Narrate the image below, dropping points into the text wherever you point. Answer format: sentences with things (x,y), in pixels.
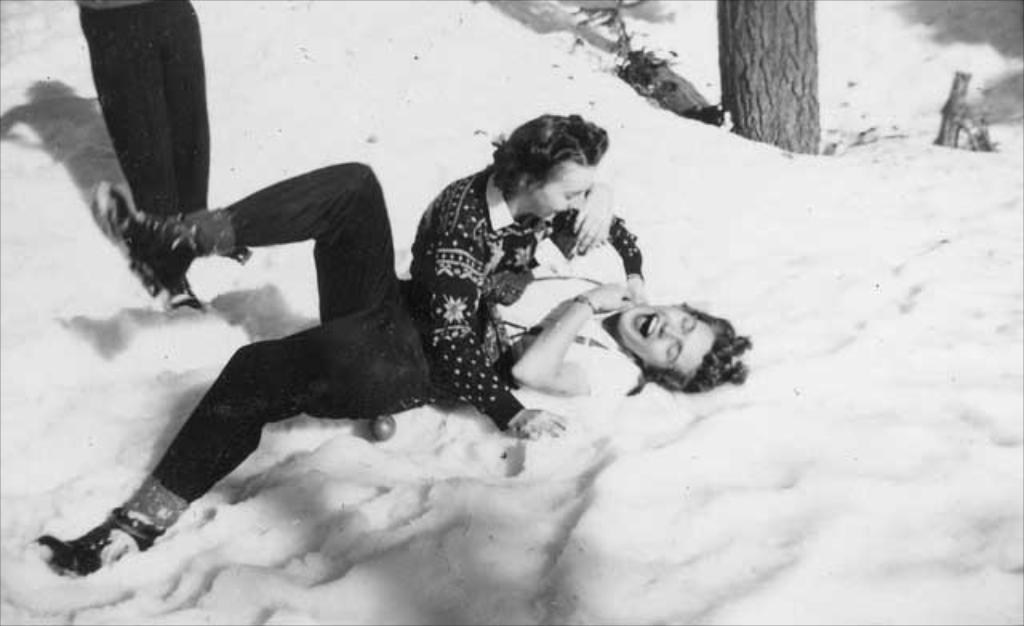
In this picture we can see few people (185,81) in the ice (787,402), in the background (780,53) we can see a tree (770,41).
